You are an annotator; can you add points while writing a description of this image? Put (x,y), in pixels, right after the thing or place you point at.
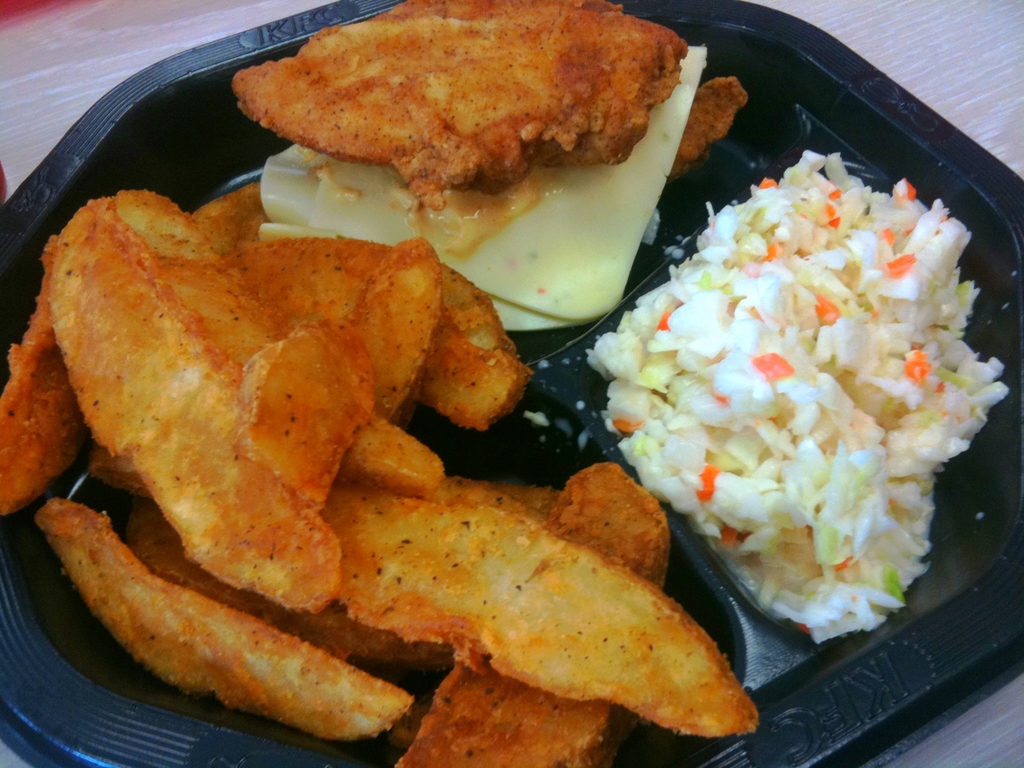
In this image we can see some food (448,387) in a plate (552,401) which is placed on the surface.
